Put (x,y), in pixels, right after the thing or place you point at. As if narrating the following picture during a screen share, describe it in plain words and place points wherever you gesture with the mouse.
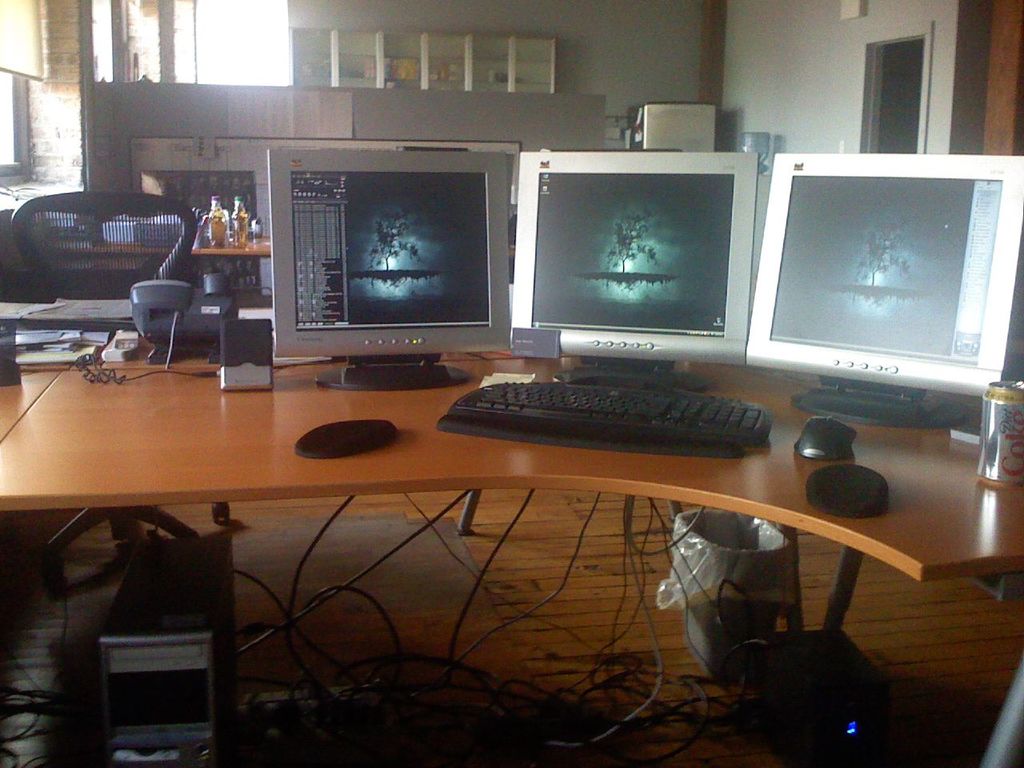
There are three monitors (906,316), keyboard (695,426), a mouse (809,427), speaker (257,369), telephone (169,294), some papers (84,312) and a coke tin (1010,456) on the table (250,438). There are CPU (169,609), UPS (795,697) and a dustbin (737,614) under the table (151,429). There is a chair (67,255) behind the table (55,370). There are some cupboards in the background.
